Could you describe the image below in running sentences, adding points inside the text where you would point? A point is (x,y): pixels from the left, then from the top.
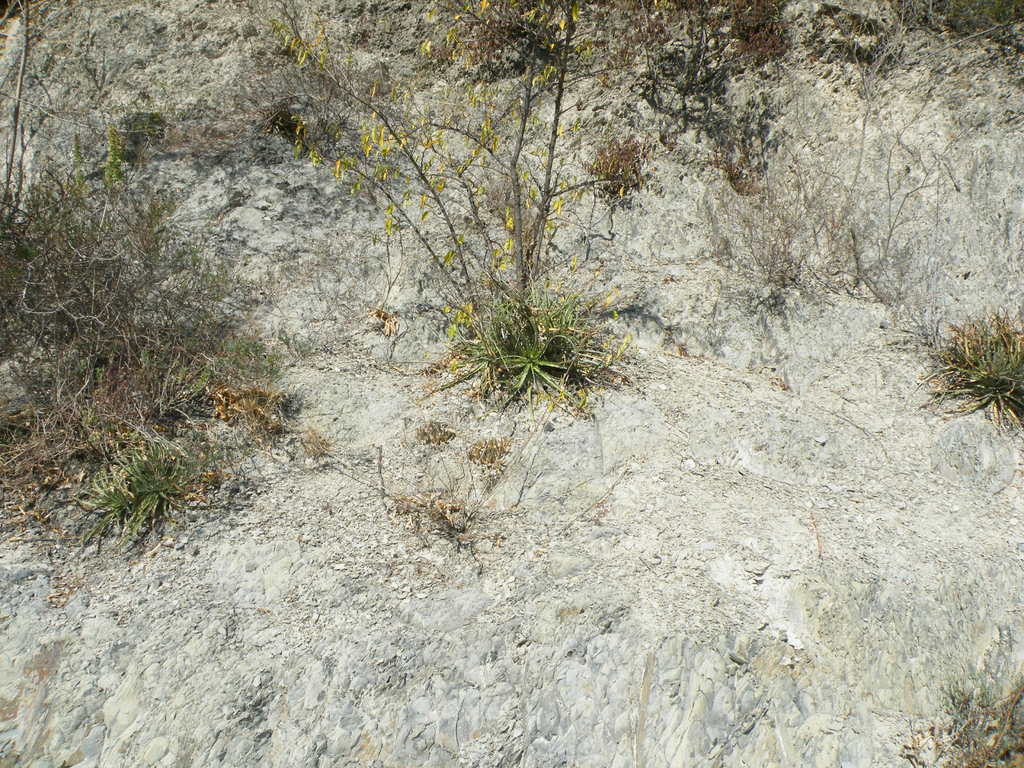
In the image there are few plants (504,4) and dry grass (643,13) on a surface (665,305).
